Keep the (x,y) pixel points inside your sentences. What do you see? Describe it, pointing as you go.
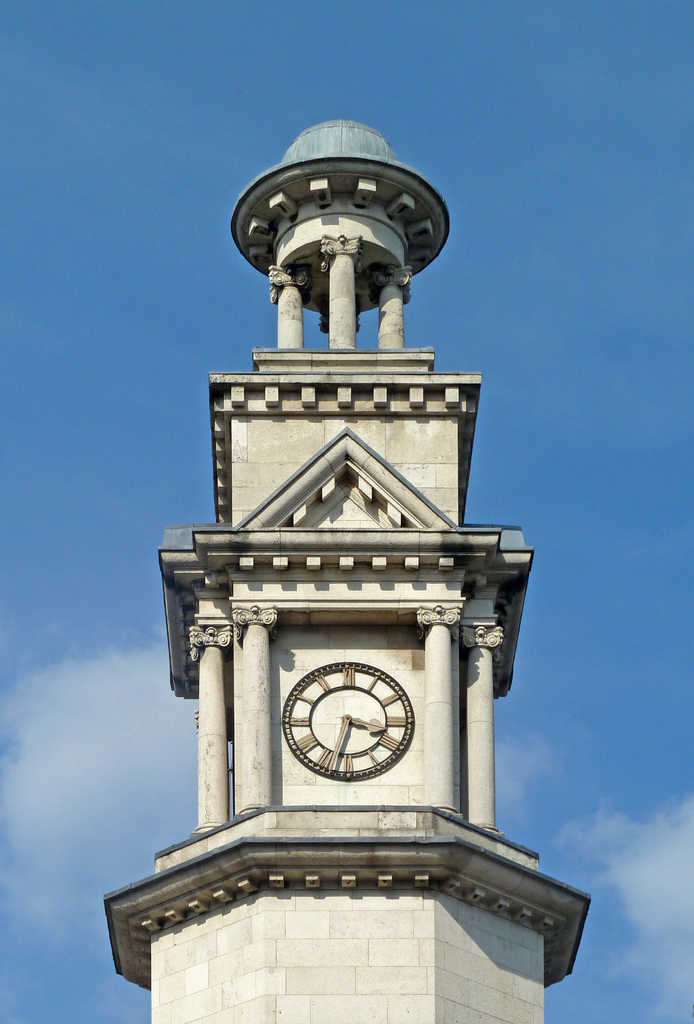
In this picture I can see the clock tower (353,670). I can see clouds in the sky (551,375).
